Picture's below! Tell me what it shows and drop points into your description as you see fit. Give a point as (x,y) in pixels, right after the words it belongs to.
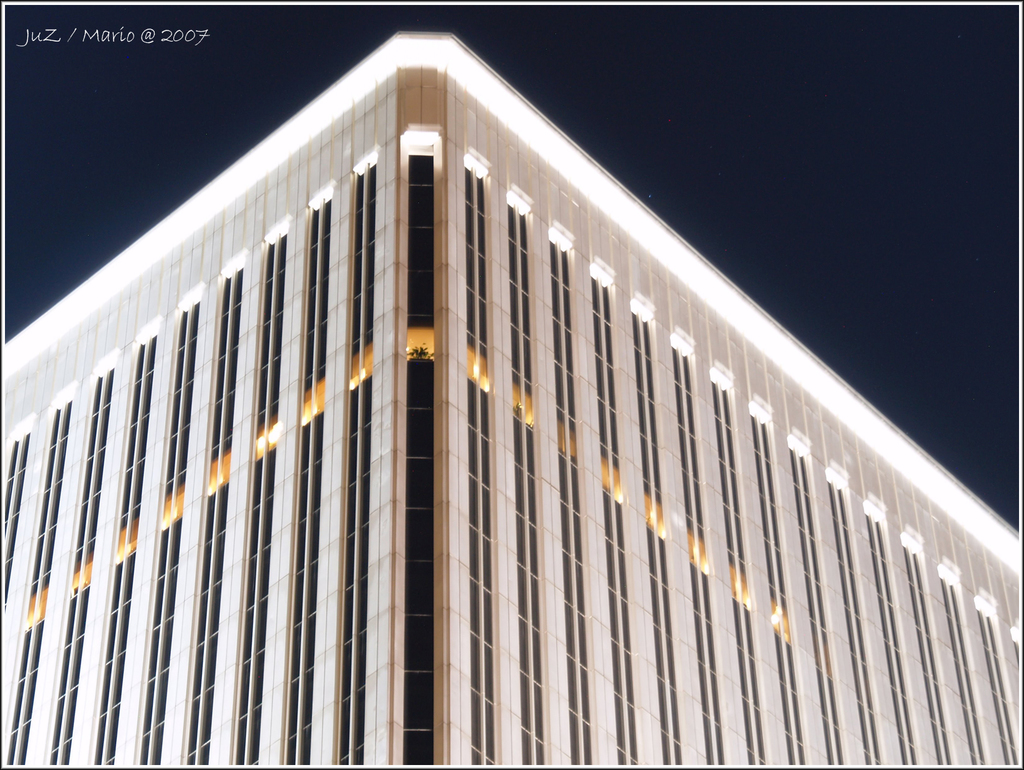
In this image there is a building (564,173) at the top left (115,43) there is text (45,32).
